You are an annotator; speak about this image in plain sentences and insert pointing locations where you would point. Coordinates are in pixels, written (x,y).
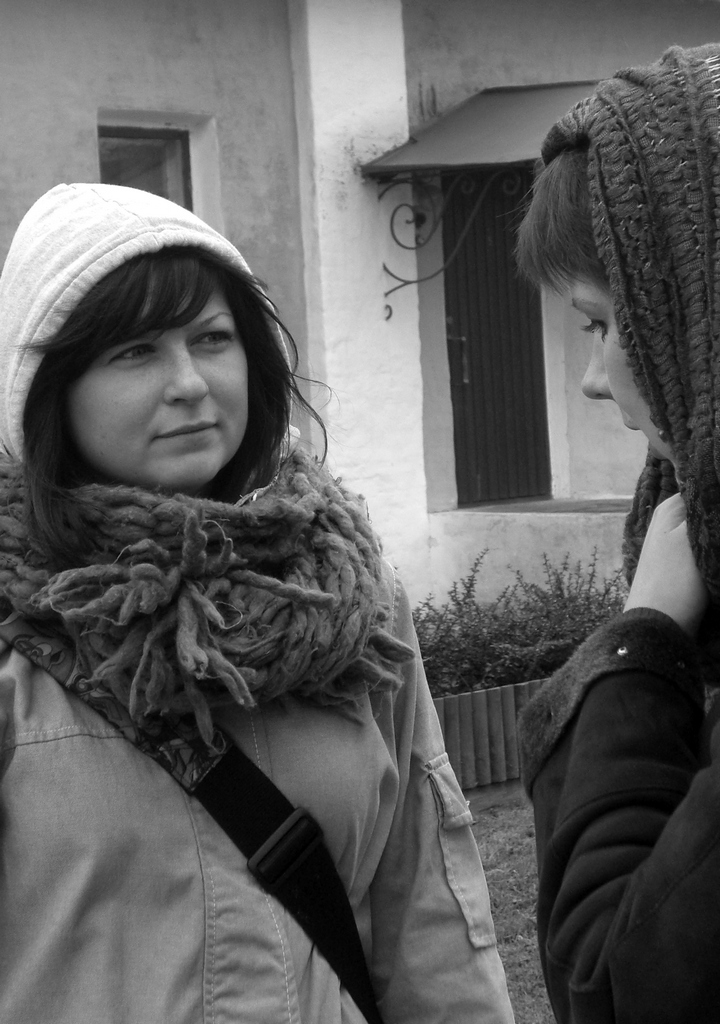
This is a black and white image. On the left side (116,715), there is a woman (131,476) wearing a cap (87,206) and standing. On the right side (630,1016), there is another woman (665,159) standing. In the background (560,586), there is a potted plant (599,625) and a building (347,173) which is having windows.
